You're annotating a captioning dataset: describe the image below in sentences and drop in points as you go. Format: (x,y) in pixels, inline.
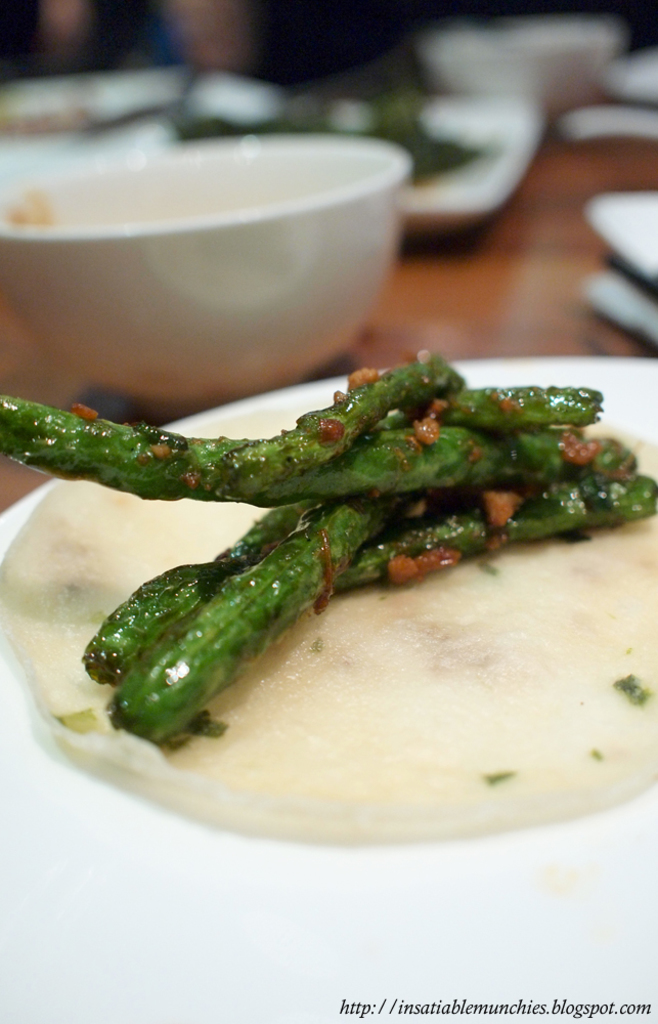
On this plate (620,859) there is a food (437,438). Background (480,191) it is blurry we can see plates (513,159) and bowls (308,198).
